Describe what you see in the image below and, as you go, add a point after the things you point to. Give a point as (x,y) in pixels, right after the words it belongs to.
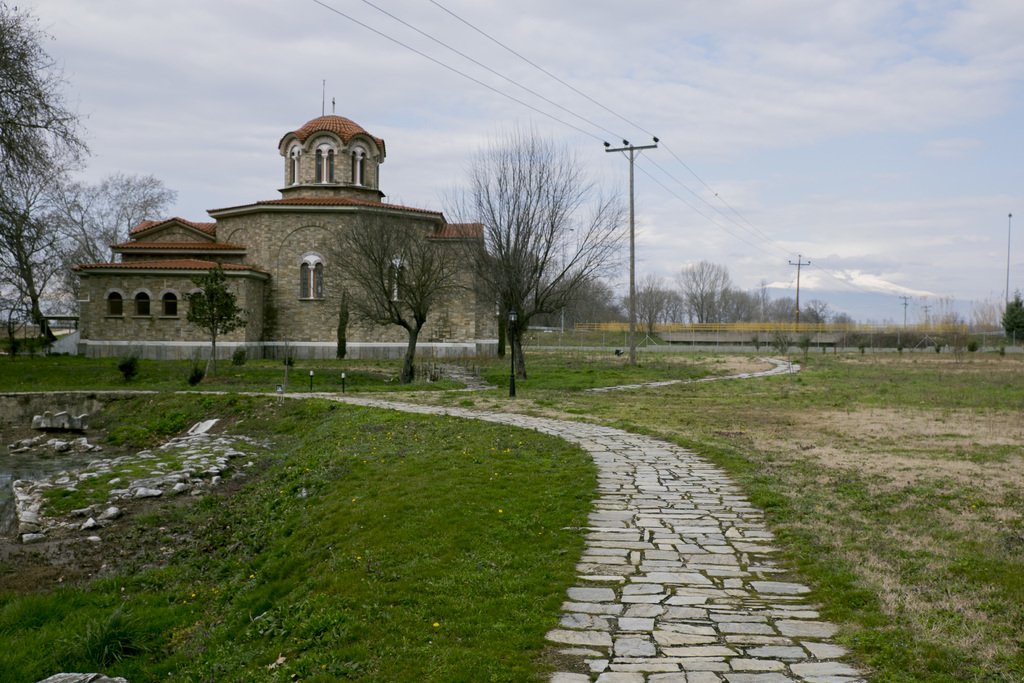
In this picture, we can see building (221,242) with windows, and we can see the ground (521,447) with grass (492,490), path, trees (531,144), poles (628,141), wires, and the sky (721,128) with clouds (655,117).
